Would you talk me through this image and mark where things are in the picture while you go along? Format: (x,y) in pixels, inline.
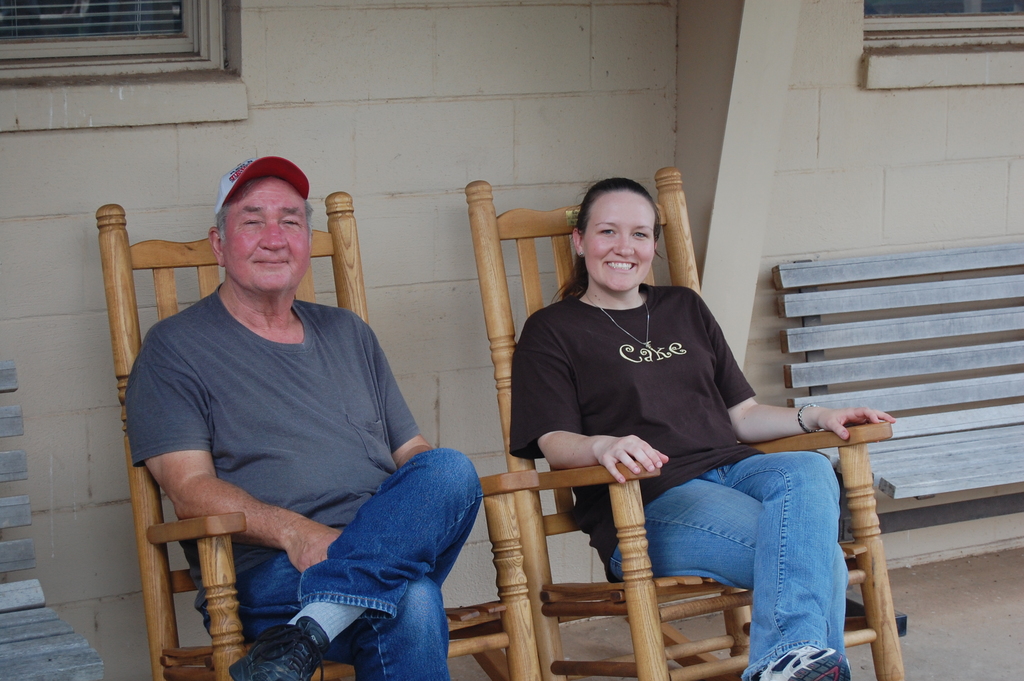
In this picture there are two people (229,468) are sitting on a chair (212,614) with an unoccupied bench (928,402) to the right of the image (943,457).
